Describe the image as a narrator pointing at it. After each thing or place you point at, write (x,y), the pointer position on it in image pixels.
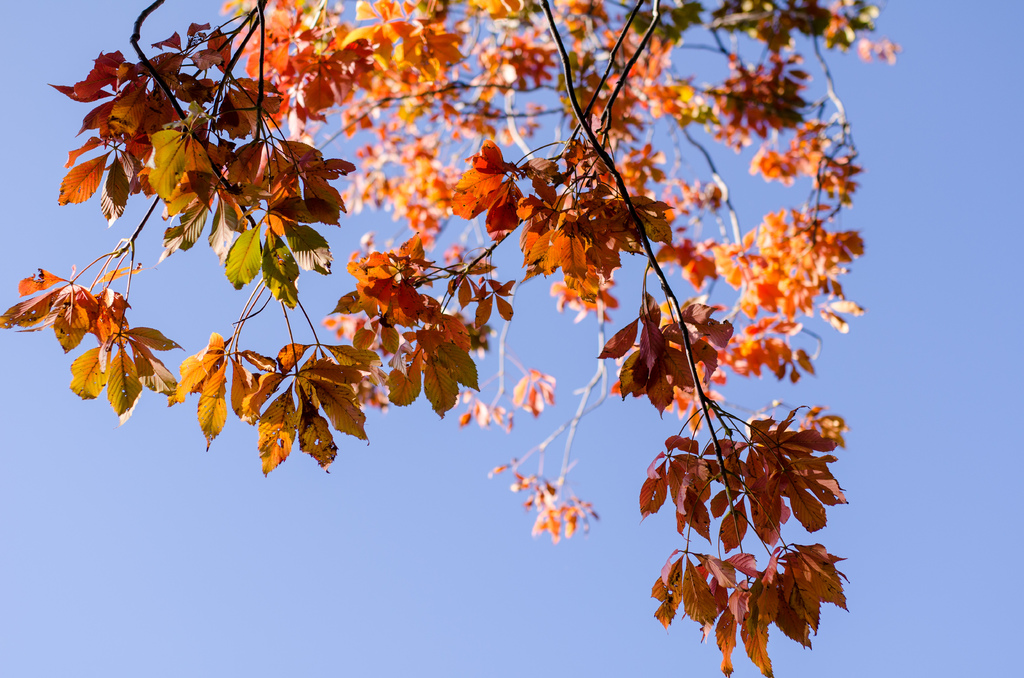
This image consists of a plant (542,173) to which there are orange color leaves (720,330). In the background (449,525), there is sky (379,593).
